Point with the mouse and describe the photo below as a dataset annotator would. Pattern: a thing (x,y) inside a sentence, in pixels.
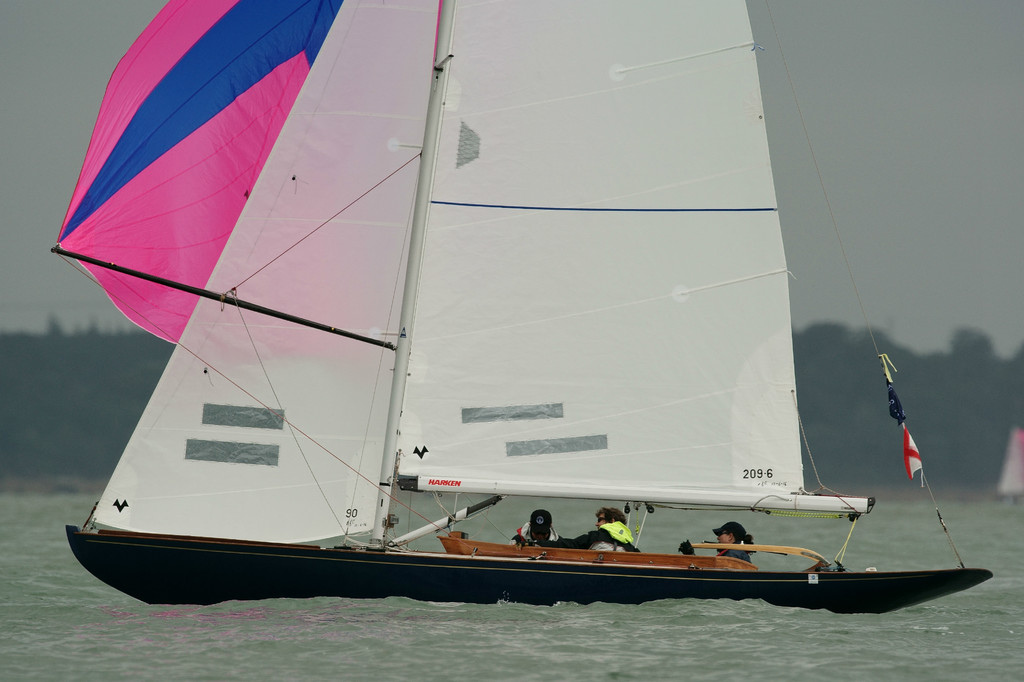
Here in this picture we can see a group of people (588,536) sailing in a boat (254,507) which is present in the water (69,580) over there and we can see they are wearing life jackets (620,548) on them.
